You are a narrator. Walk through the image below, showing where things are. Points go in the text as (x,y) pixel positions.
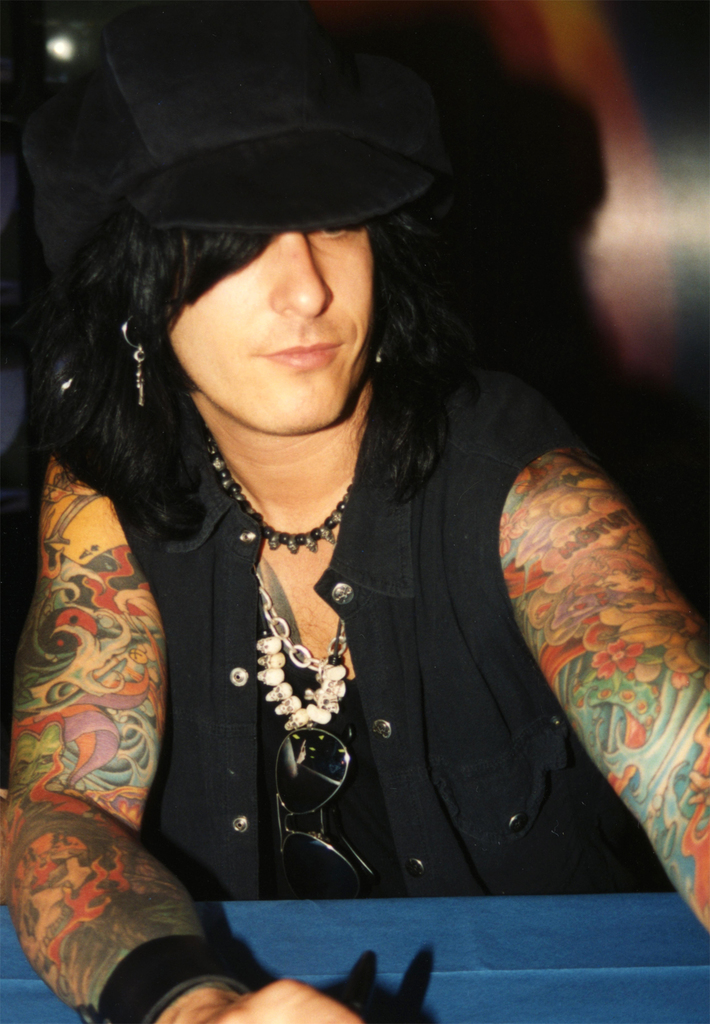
As we can see in the image there is a wall (491,31) and a person (425,275) wearing black color dress (399,684).
